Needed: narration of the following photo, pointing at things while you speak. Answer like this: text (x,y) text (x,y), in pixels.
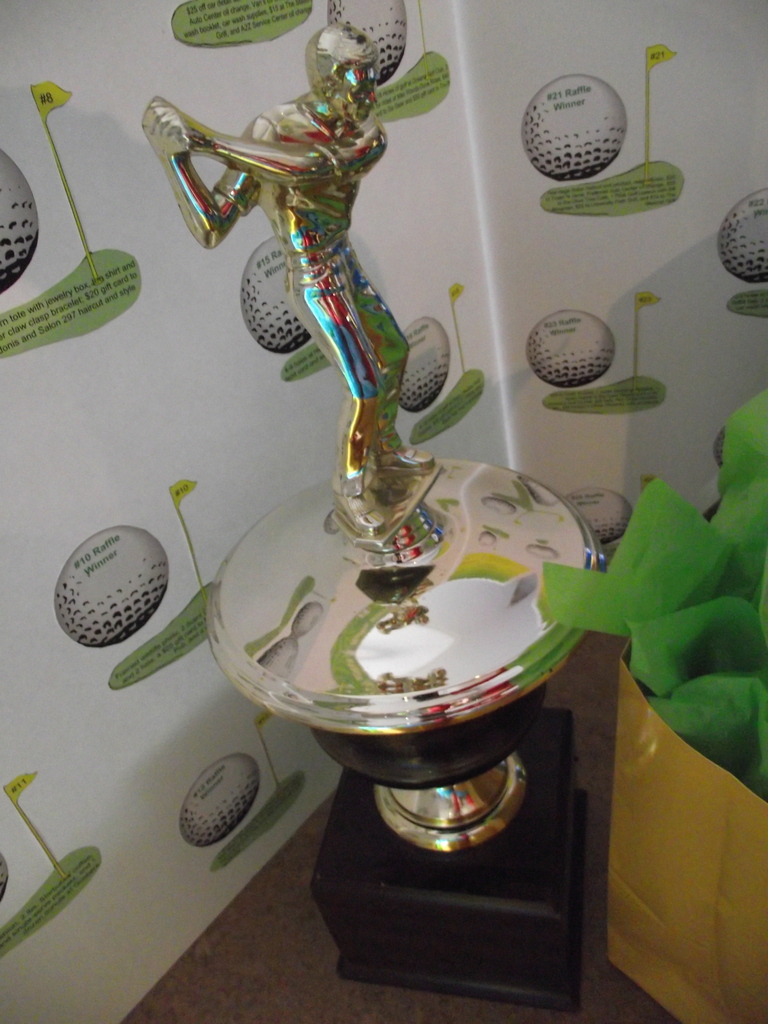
In this image we can see a trophy (505,666) and a bag (704,763) with some papers (724,638) placed on the surface (491,1013). In the background (679,139), we can see a banner (686,303) with some pictures (595,97) and some text (652,188).
